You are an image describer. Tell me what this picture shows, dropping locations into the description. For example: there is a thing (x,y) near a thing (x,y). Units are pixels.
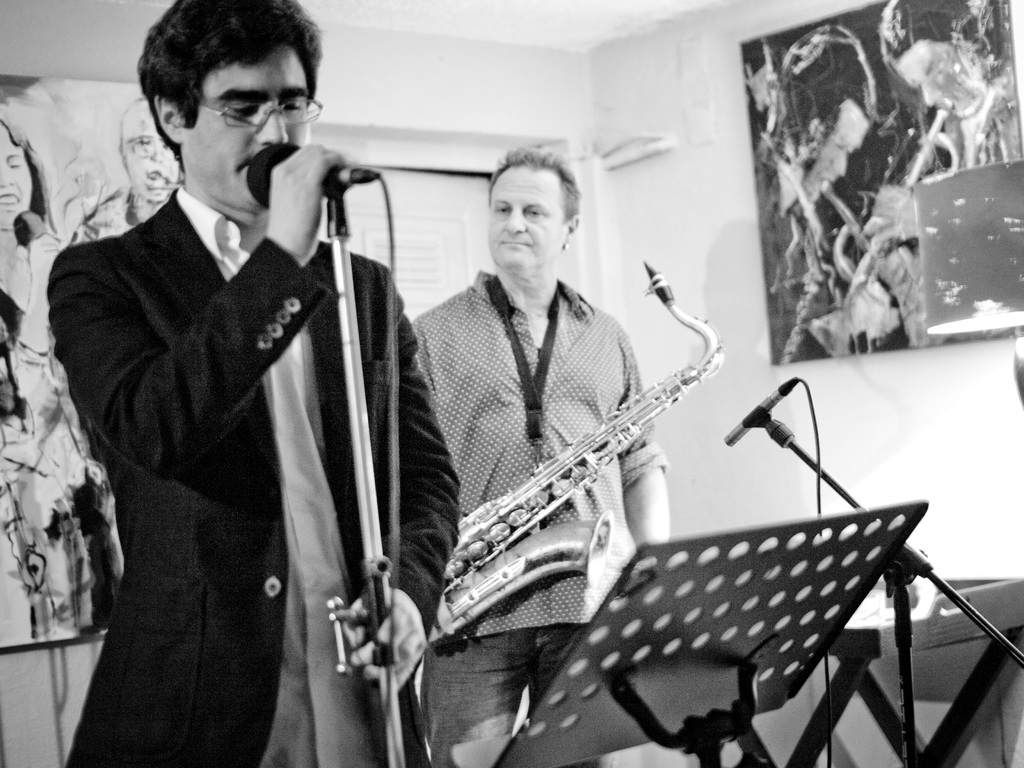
In this image I see a man (231,40) who is in front of a mic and I see another man (524,237) who is holding a musical instrument (466,612). In the background (590,215) I see a wall (48,9) and there are 2 arts (52,107) on it.
